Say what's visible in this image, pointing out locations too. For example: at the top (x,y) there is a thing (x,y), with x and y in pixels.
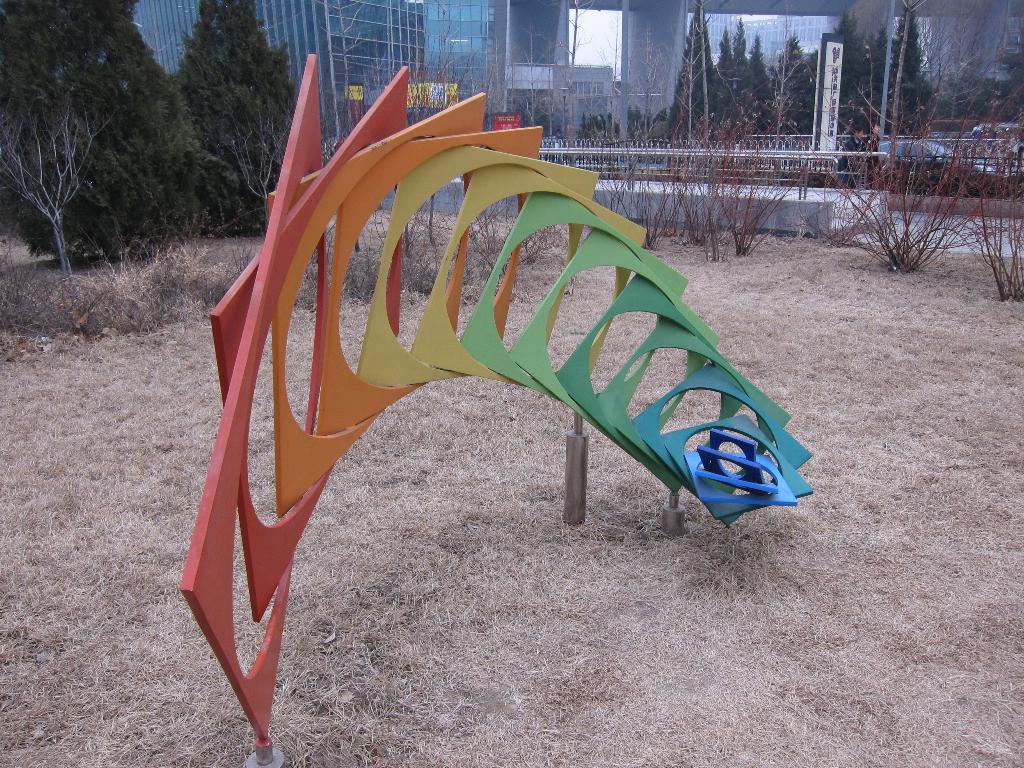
Here in this picture we can see a thing (405,368) present on the ground (534,514), which is fully covered with grass (643,560) over there and behind it we can see plants (123,247) and trees (184,142) present and we can also see buildings (432,64) and hoardings (420,95) here and there.
